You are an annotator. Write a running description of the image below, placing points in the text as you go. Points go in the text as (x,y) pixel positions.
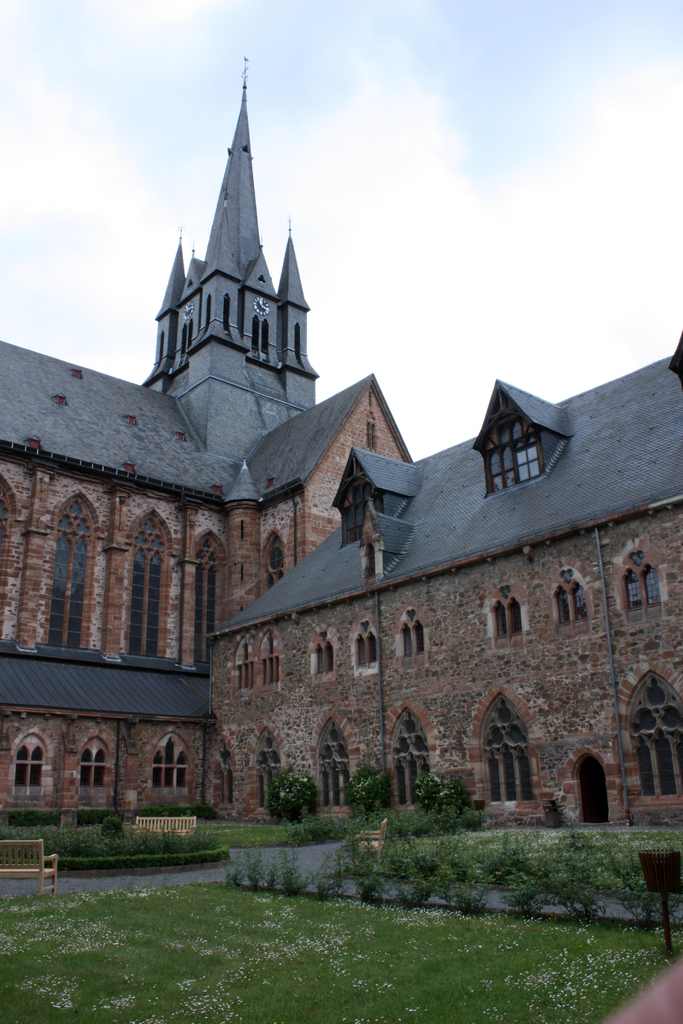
In the image there is a church (152,475) in the background (266,674) with trees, plants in front of it and above its sky (208,14) with clouds (59,139).
